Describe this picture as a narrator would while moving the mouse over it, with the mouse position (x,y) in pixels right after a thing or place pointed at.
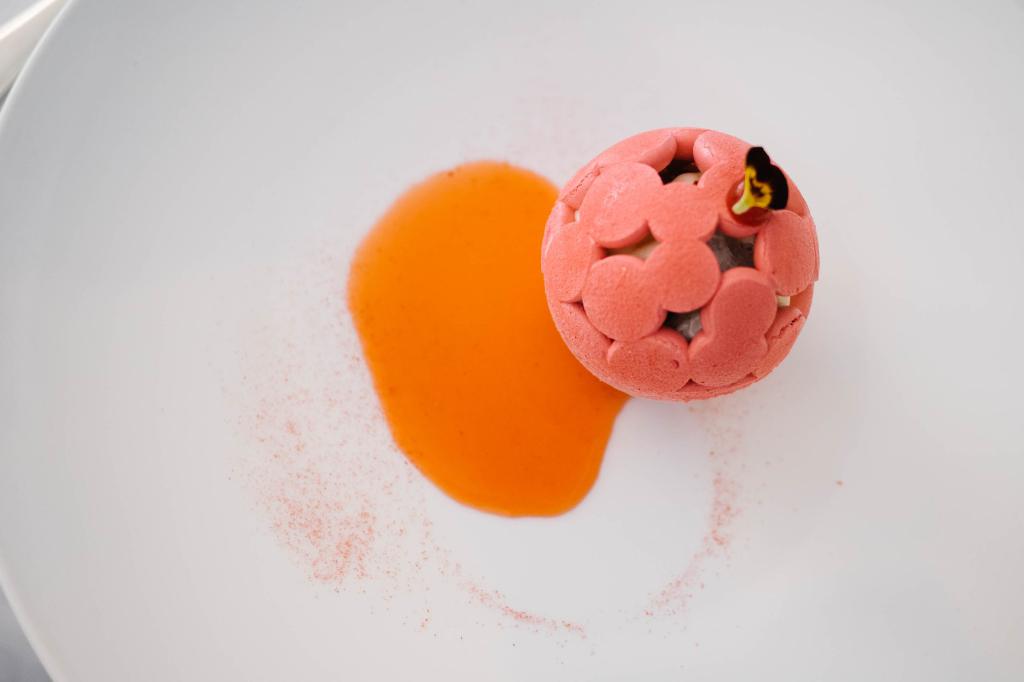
In this image I can see a white colour thing (346,386) and on it I can see a pink and orange colour thing (585,287).
